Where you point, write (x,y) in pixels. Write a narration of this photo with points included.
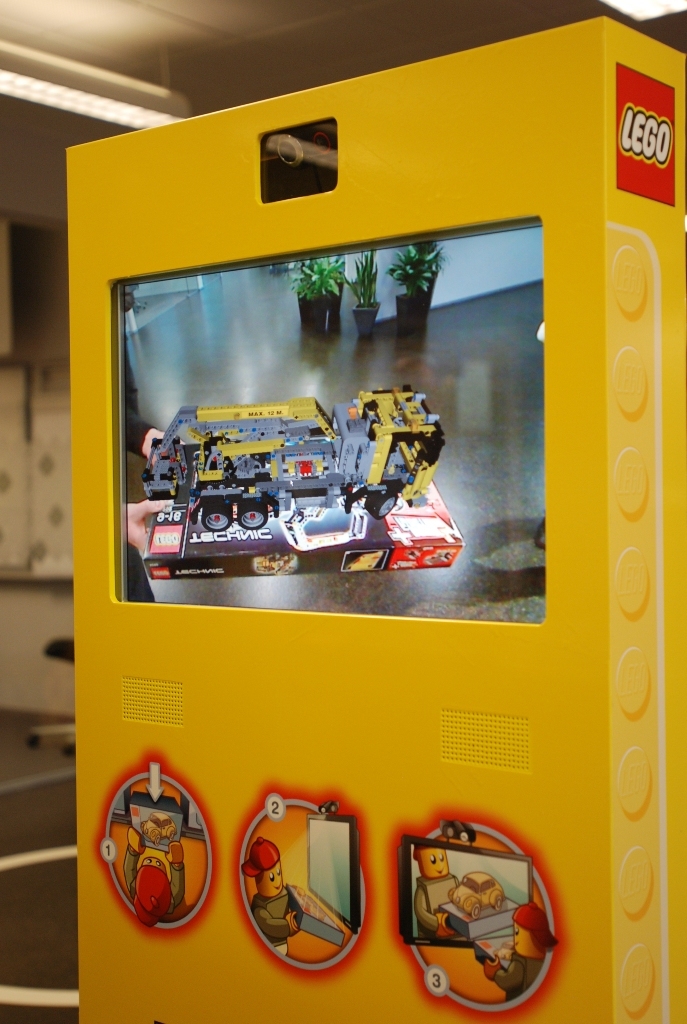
In the foreground of this picture (254,923), there is a yellow machine (190,951) and a screen (294,348) to it. In the background (33,182), we can see the ceiling (173,33), lights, chair (52,646), floor (61,853) and the wall (39,696).
